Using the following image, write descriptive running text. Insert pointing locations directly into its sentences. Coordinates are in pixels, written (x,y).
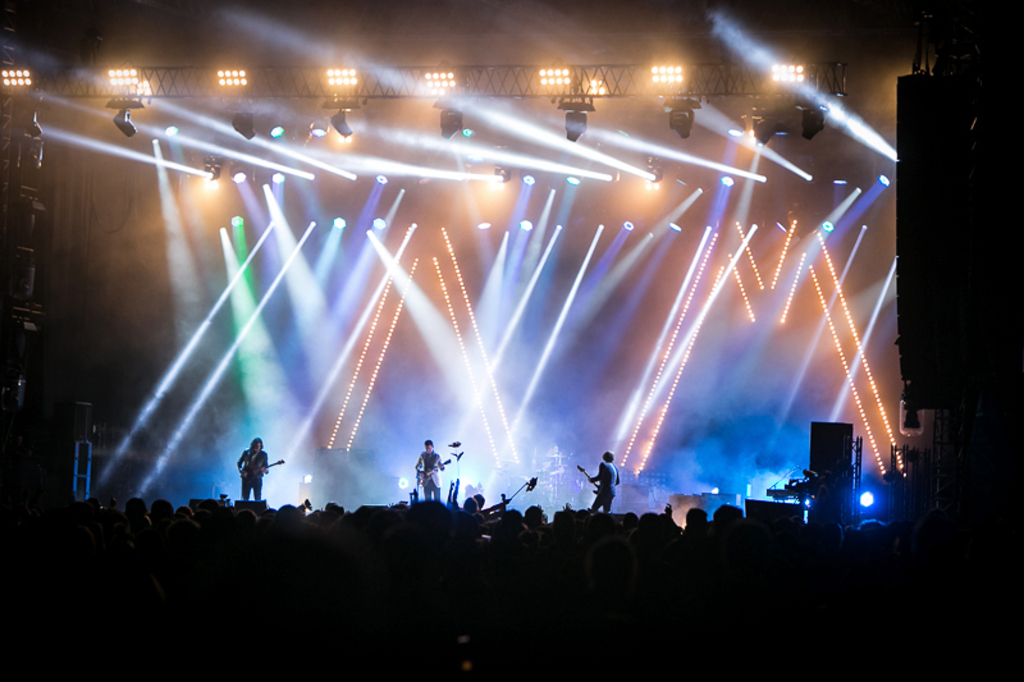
In this picture we can observe three members (599,472) on the stage (371,488), playing guitar (428,477) in their hands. There are some people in front of the stage (580,490). We can observe speakers (818,445) on the right side (834,447). There are some lights (390,329) and smoke (270,358) in this picture.
